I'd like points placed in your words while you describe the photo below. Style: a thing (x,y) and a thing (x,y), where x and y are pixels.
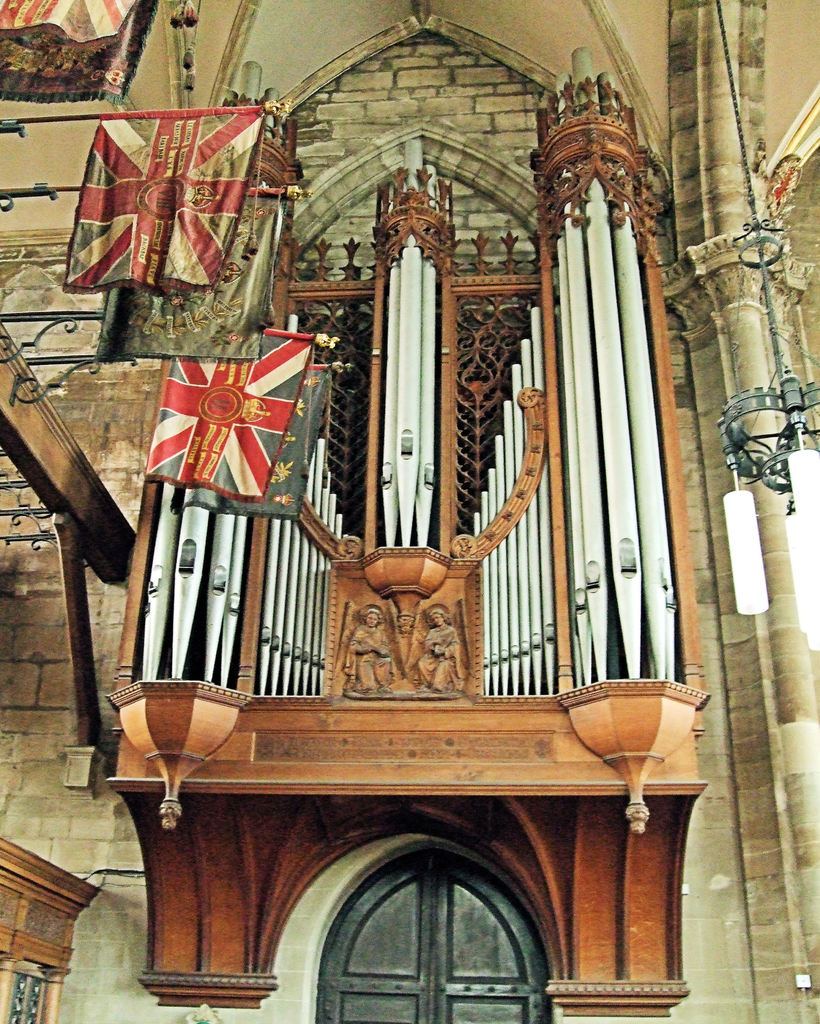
In this image there is a building (315,209) and on the building (108,758) there is a door (466,974) and on the top of the door (477,974) there are sculptures (414,637) and there are objects (395,496) which are white in colour and there are flags (176,311) which are hanging and on the right side (806,491) there is a chandelier (799,479).
